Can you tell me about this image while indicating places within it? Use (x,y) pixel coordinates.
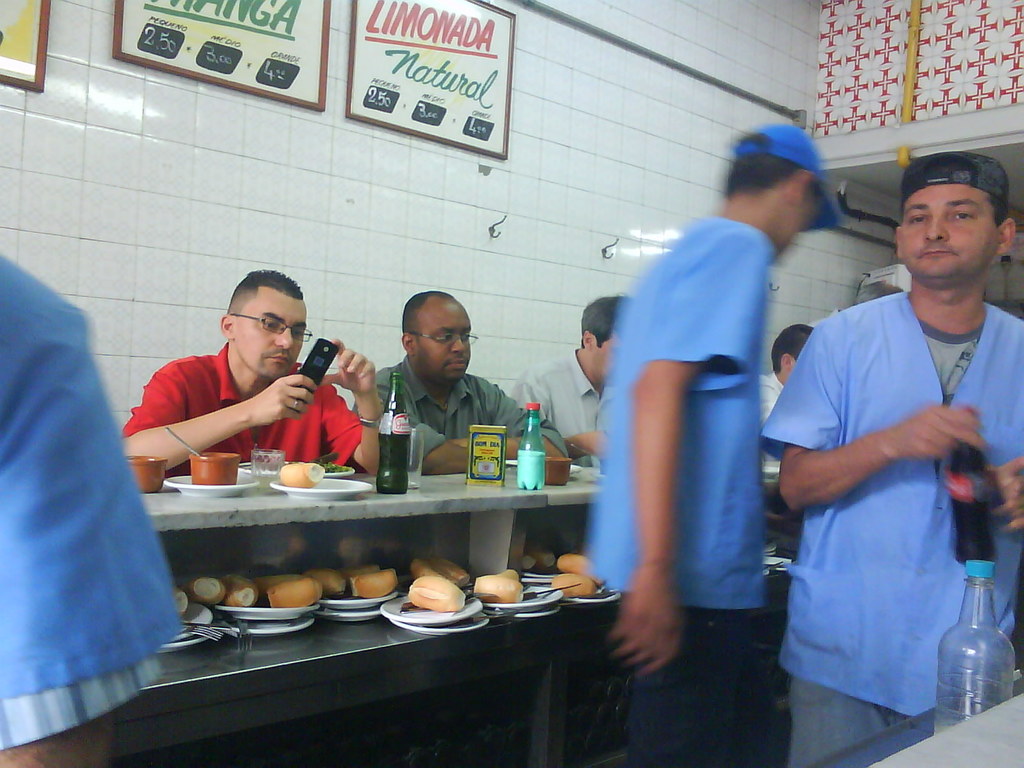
It looks like a cafe (304,502) there are some people (420,406) sitting in front of the table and having food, below that there are some other eatables (452,588) kept on the plate (542,602) and they are ready to be served, there are some people (724,557) standing by wearing the uniform (109,630) they are looking like servers (883,404) in the cafe (693,171), in the background (604,176) there is a white color wall (636,145) with white tiles (582,149) and some photo frames (418,77) are stick to the wall (186,224).
